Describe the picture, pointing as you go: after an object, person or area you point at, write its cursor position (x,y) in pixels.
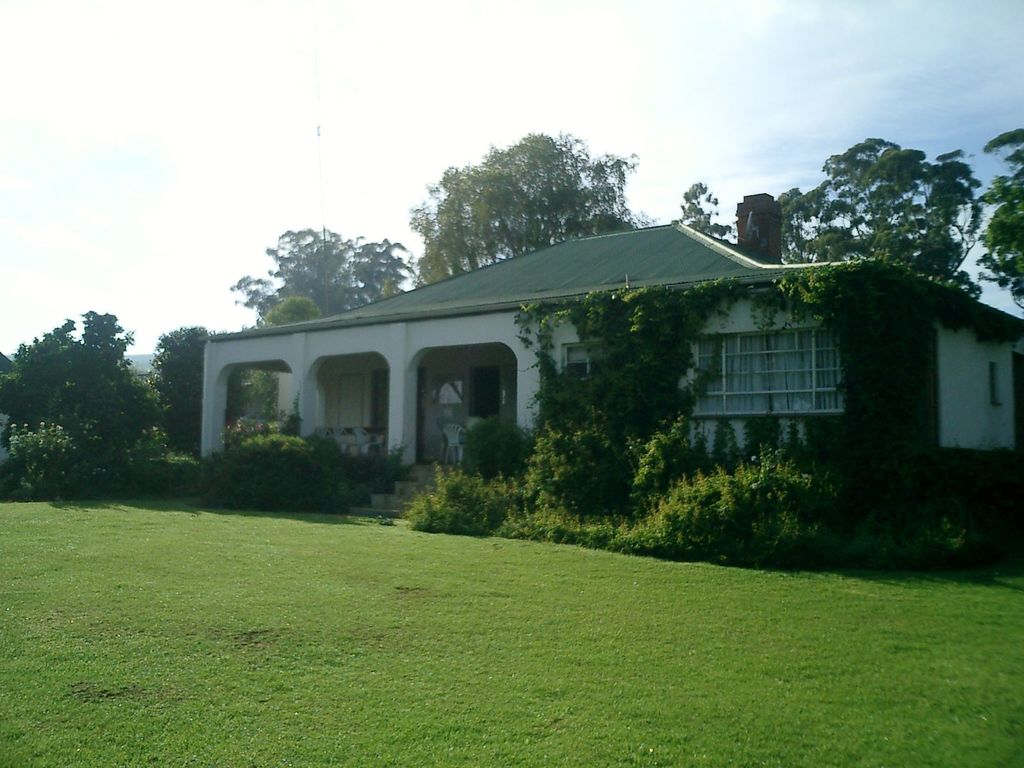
In this image I see a house (621,263) over here and I see the green grass (359,516), plants (616,421) and in the background (866,175) I see the trees (988,256) and the clear sky (565,71).
